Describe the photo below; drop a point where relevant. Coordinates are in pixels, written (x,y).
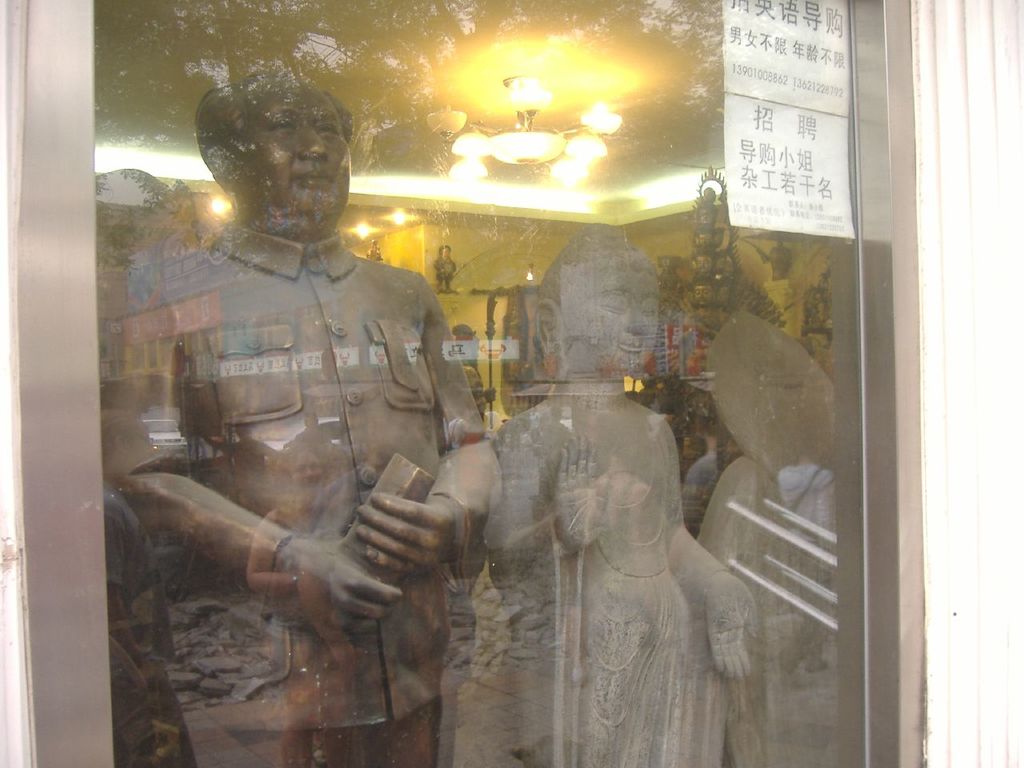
In the image there is a glass window (475,587) and through the window (397,412) the sculptures (429,490) and many other objects (692,415) are visible.
